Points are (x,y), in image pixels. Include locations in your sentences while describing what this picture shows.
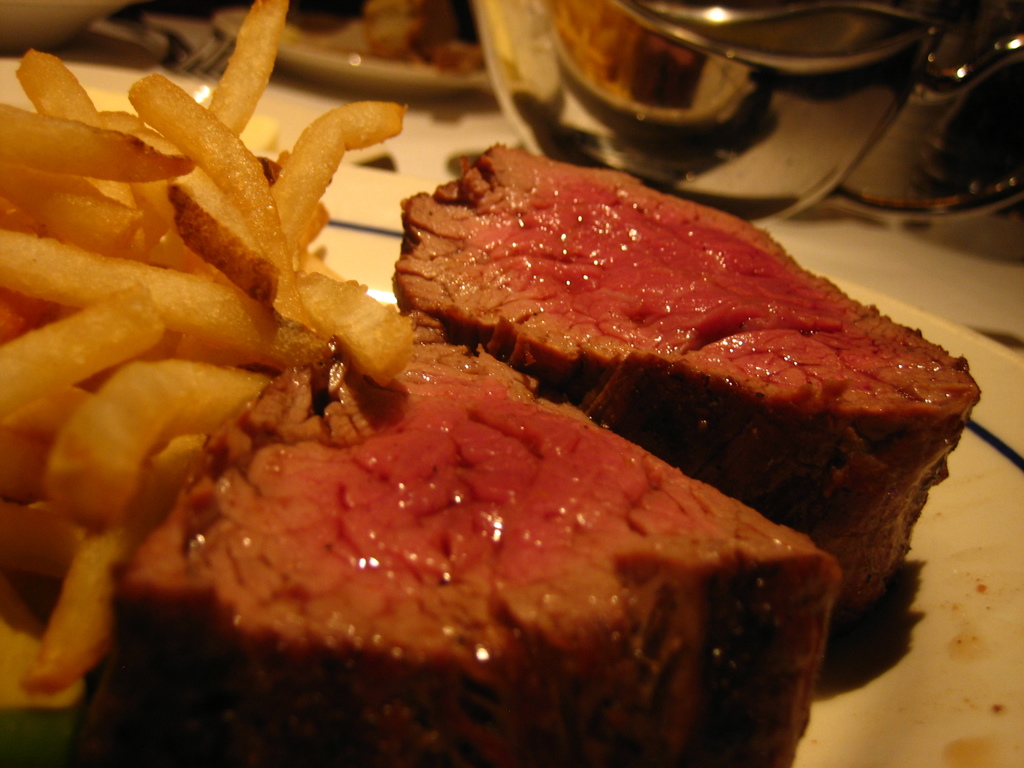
This image consists of a plate (935,539). It is in white color. On that there are some eatables (341,390). Such as french fries (87,202) and meat (348,600). There is a bowl (564,124) at the top (872,100).
